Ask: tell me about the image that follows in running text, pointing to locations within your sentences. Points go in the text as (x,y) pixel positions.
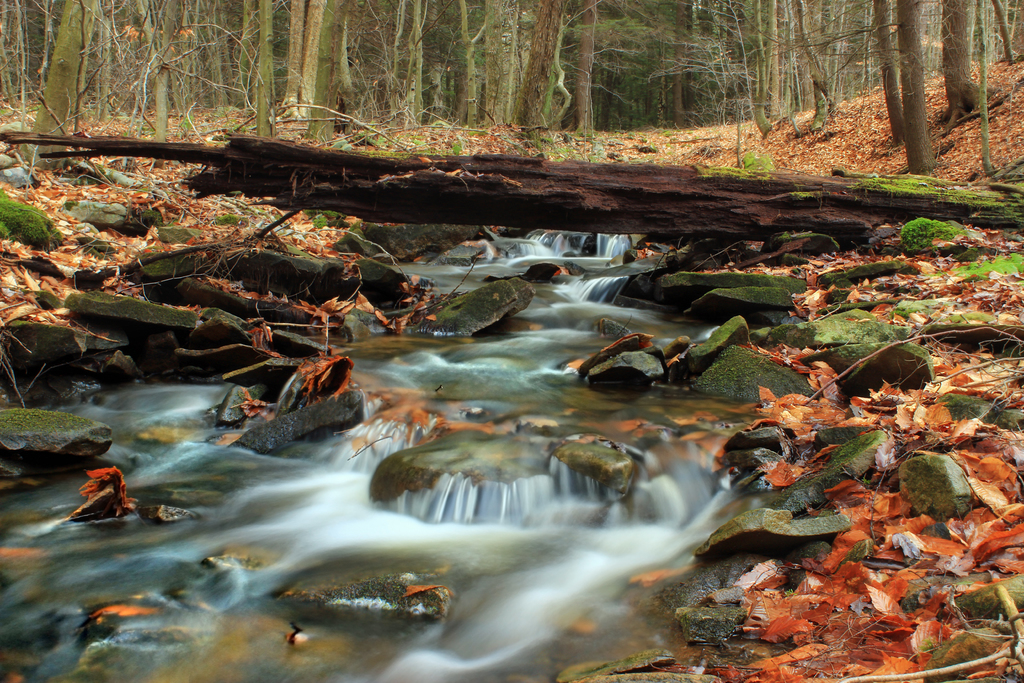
In the picture we can see a water (485,607) flowing from the stones (414,488) and near to it we can see a some grass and trees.
